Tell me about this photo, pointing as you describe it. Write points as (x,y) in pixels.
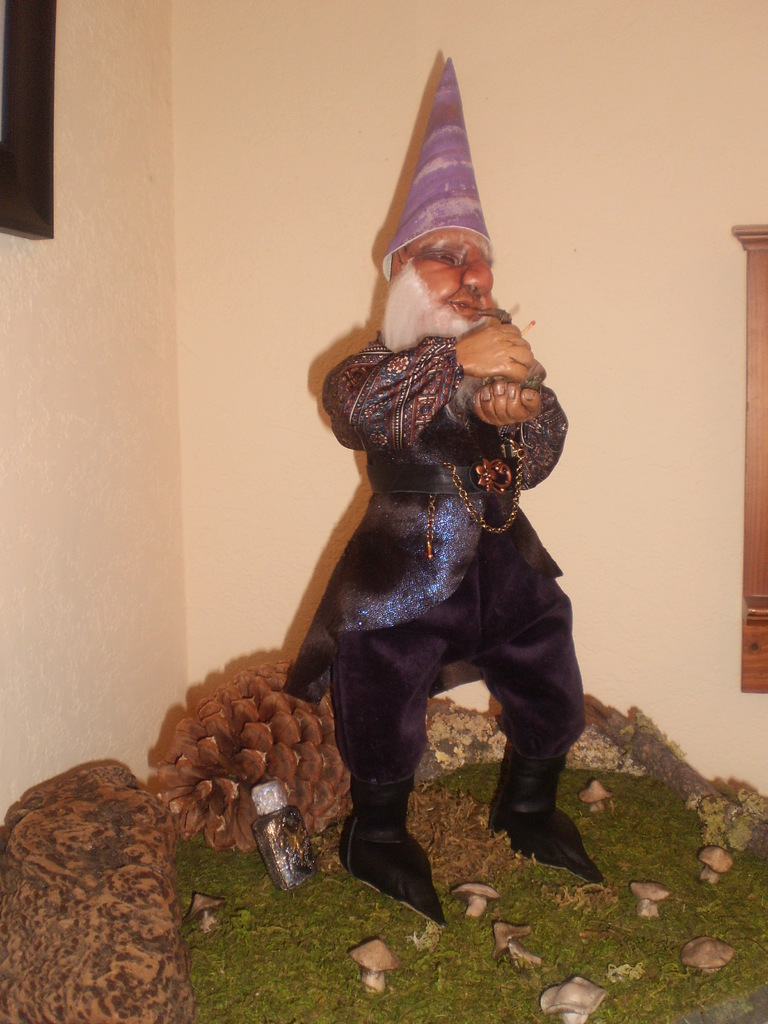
In this picture we can see a statue (444,527) of a man (388,633) and we can see grass (452,983), mushrooms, bottle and decorative objects (435,729). In the background of the image (763,389) we can see objects (747,270) on the wall (227,204).
